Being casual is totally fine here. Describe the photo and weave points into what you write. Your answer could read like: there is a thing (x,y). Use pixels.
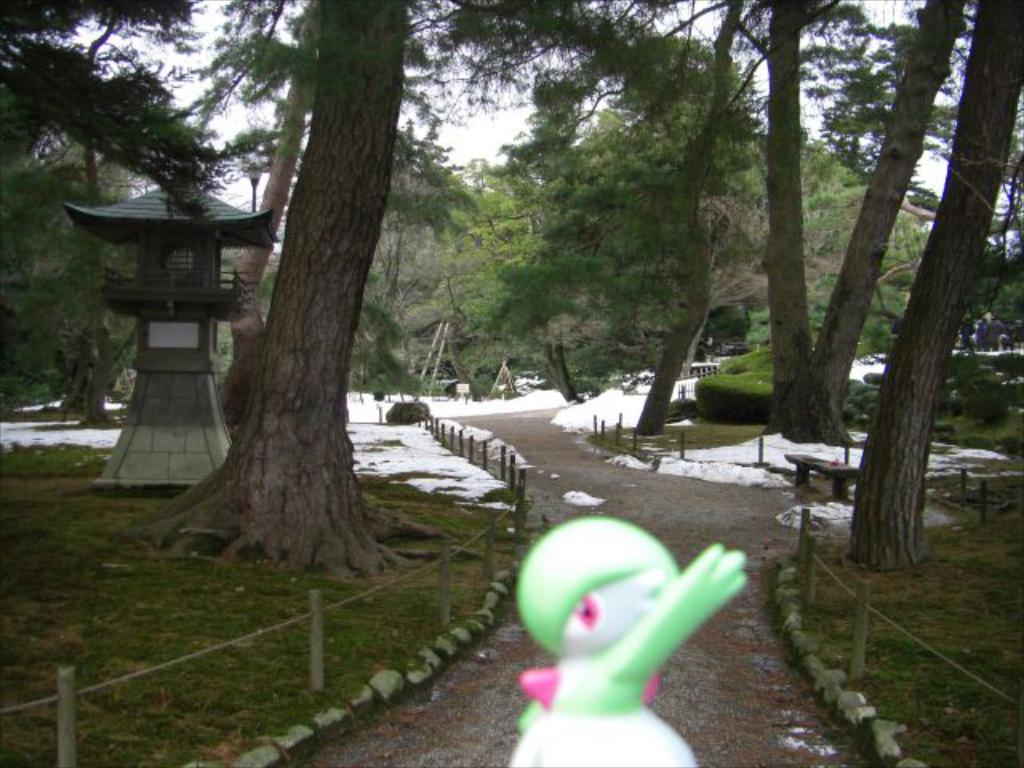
This is an outside view. At the bottom of the image (734,608) I can see the road (716,635). On both sides of the road (676,510) there are some trees (589,372) and a pillar (194,326). In the foreground (584,679), I can see a toy (544,594) which is in white color. In the background (439,444), I can see the snow (530,402) on the ground (527,442).
